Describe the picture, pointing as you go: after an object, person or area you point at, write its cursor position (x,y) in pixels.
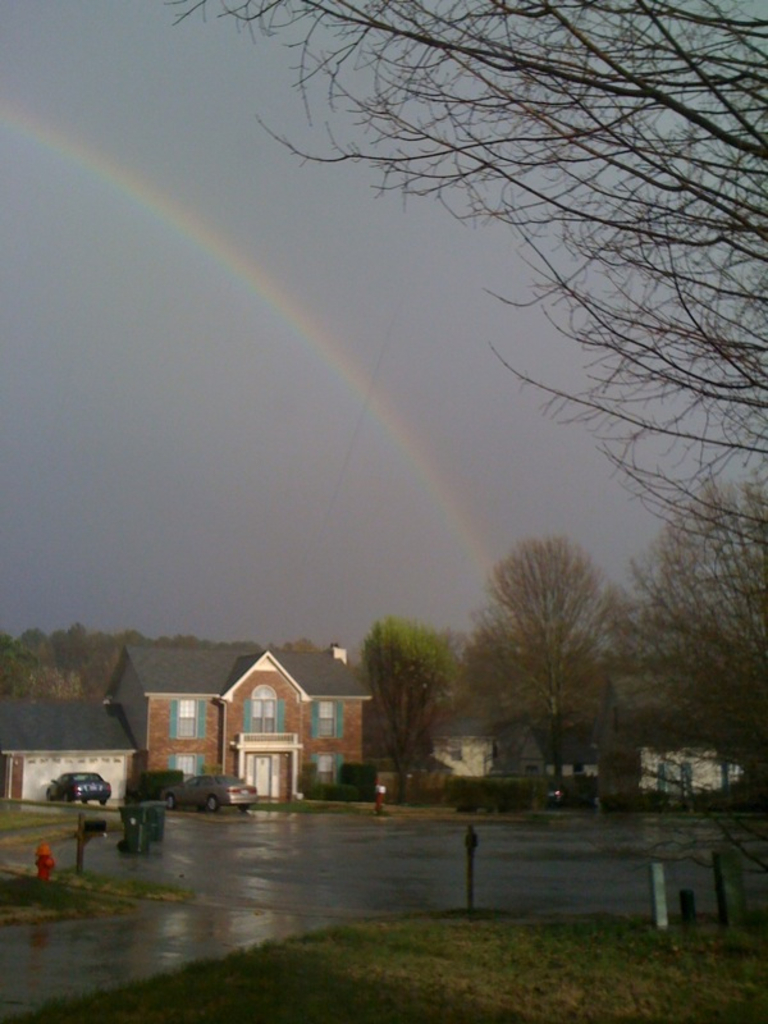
There is a building (270,664) and there are two vehicles (206,795) in front of it and there are trees (458,648) and a rainbow (255,282) in the background (277,302).
